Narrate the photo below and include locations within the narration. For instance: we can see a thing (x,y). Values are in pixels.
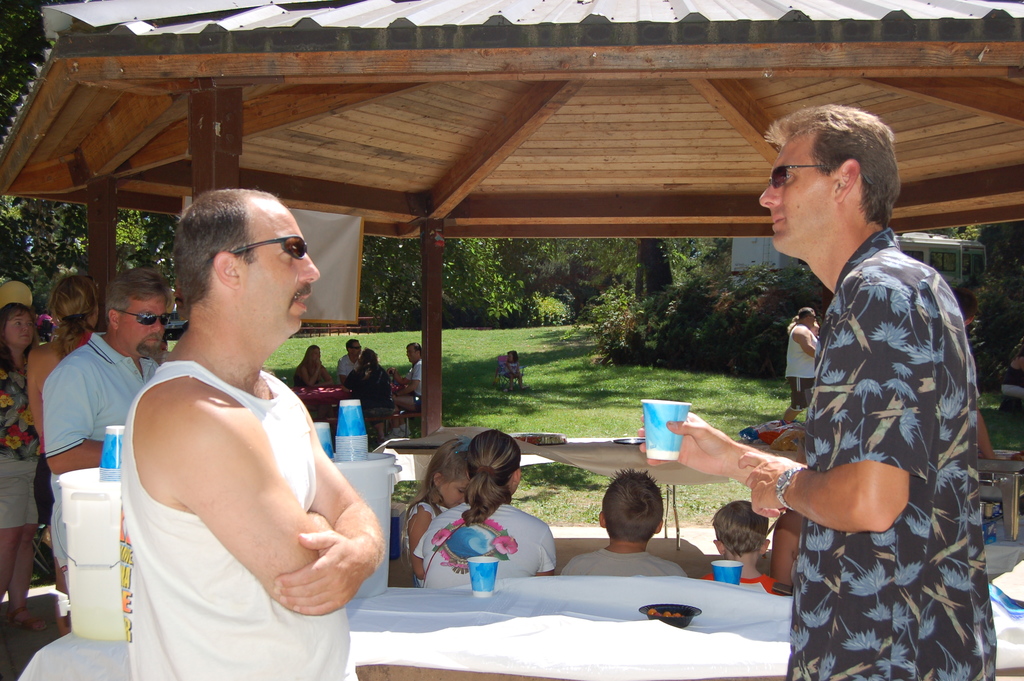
Here people (514,453) are sitting in the grass (588,391), here there are trees (581,317), a man (906,435) is holding glass (675,451), here people (188,415) are standing, there are buckets (372,479).
